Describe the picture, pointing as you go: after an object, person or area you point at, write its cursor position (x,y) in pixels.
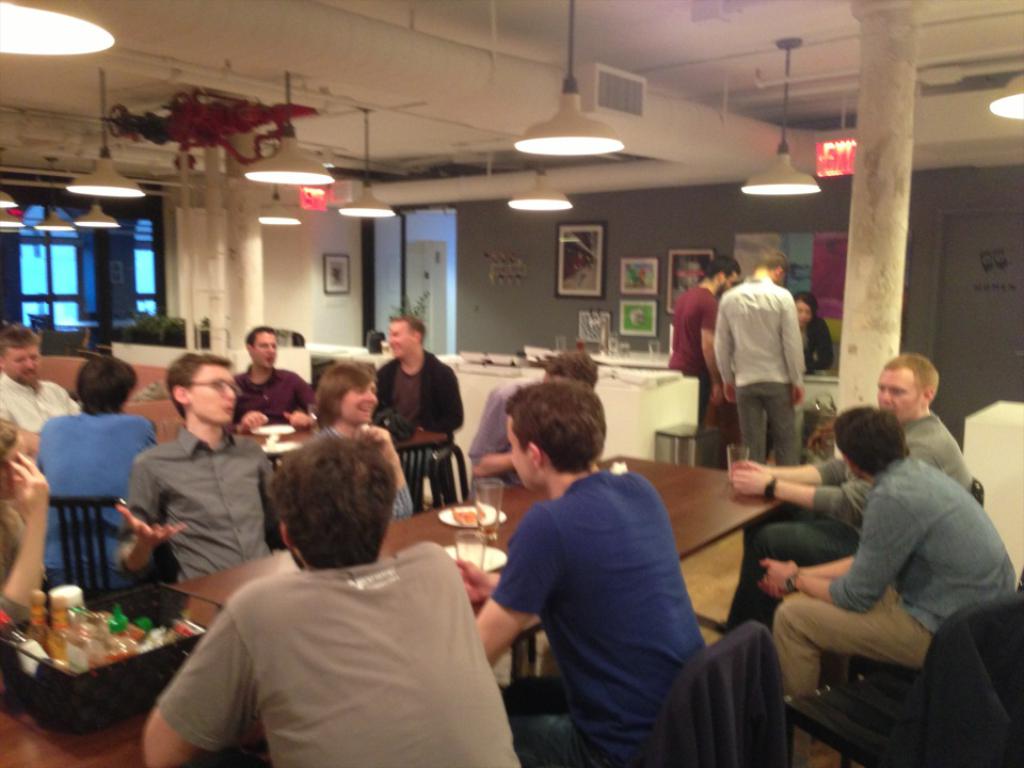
In this image there are few people (365,563) sitting in the chairs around the tables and talking with each other. On the table (434,521) there are plates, trays (149,679) in which there are bottles (97,614). At the top (269,223) there are lights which are hanged to the ceiling (405,139). On the right side (775,236) there is a wall (774,225) to which there are photo frames (629,323). In the background (65,241) there is a window (35,269). Beside the window (90,242) there is a pillar (241,260). At the top (425,70) there are pipes (427,71).
